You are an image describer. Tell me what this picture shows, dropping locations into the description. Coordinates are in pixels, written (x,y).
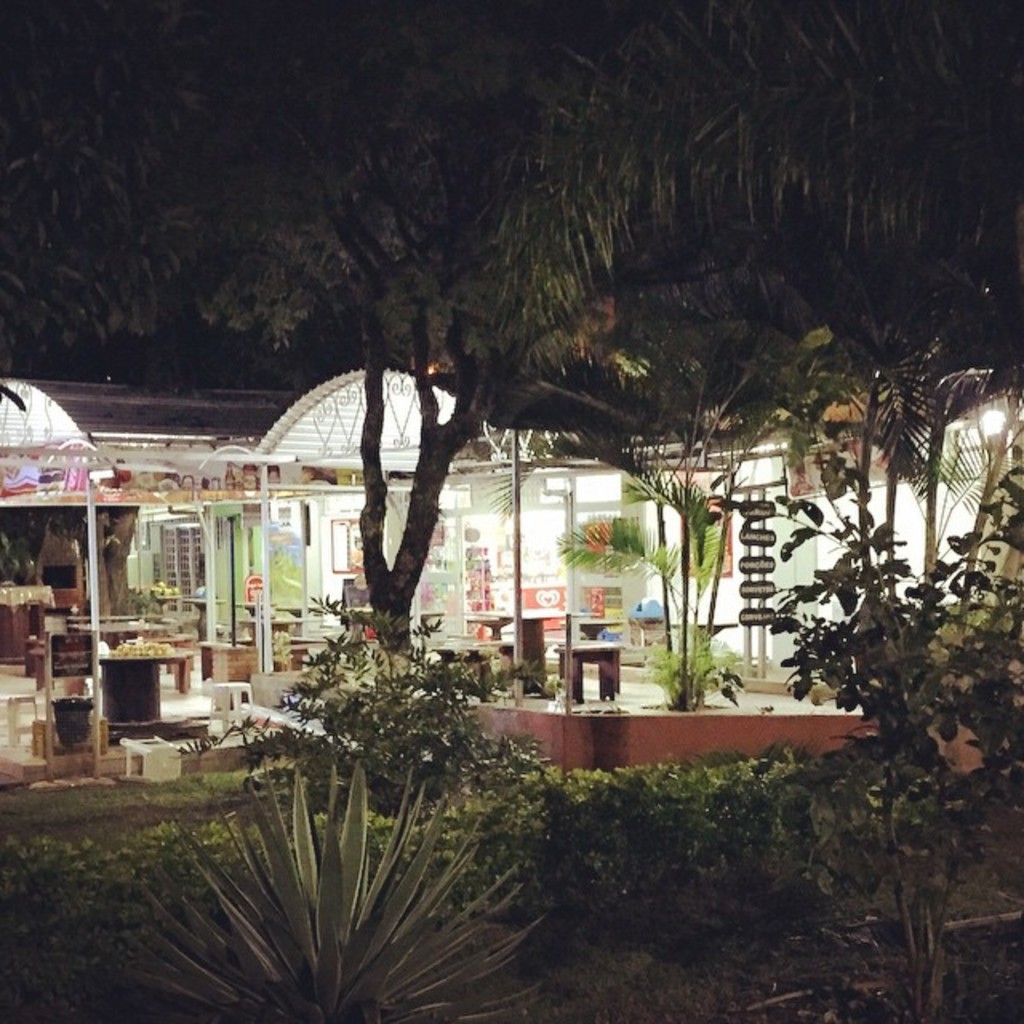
In this image I can see the plants (551,866) and many trees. In the background (420,584) I can see the shed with boards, tables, benches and the lights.
